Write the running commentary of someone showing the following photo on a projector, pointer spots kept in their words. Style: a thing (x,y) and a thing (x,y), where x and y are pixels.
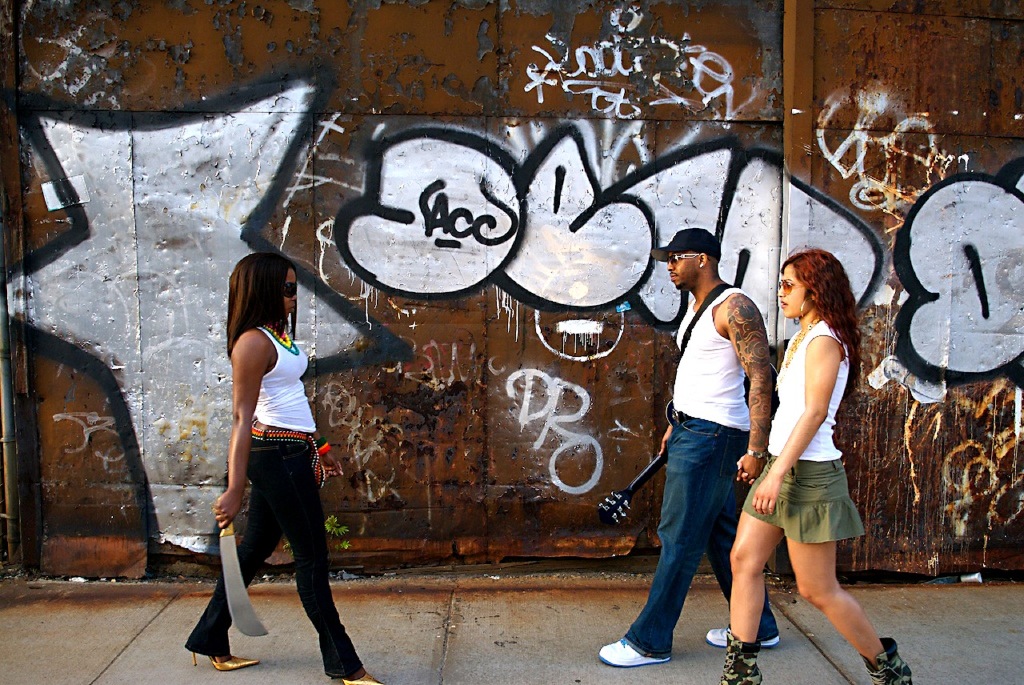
In this image we can see persons (721,411) walking on the road (583,646). In the background (864,319) we can see painting (669,171) on wall (347,160).
